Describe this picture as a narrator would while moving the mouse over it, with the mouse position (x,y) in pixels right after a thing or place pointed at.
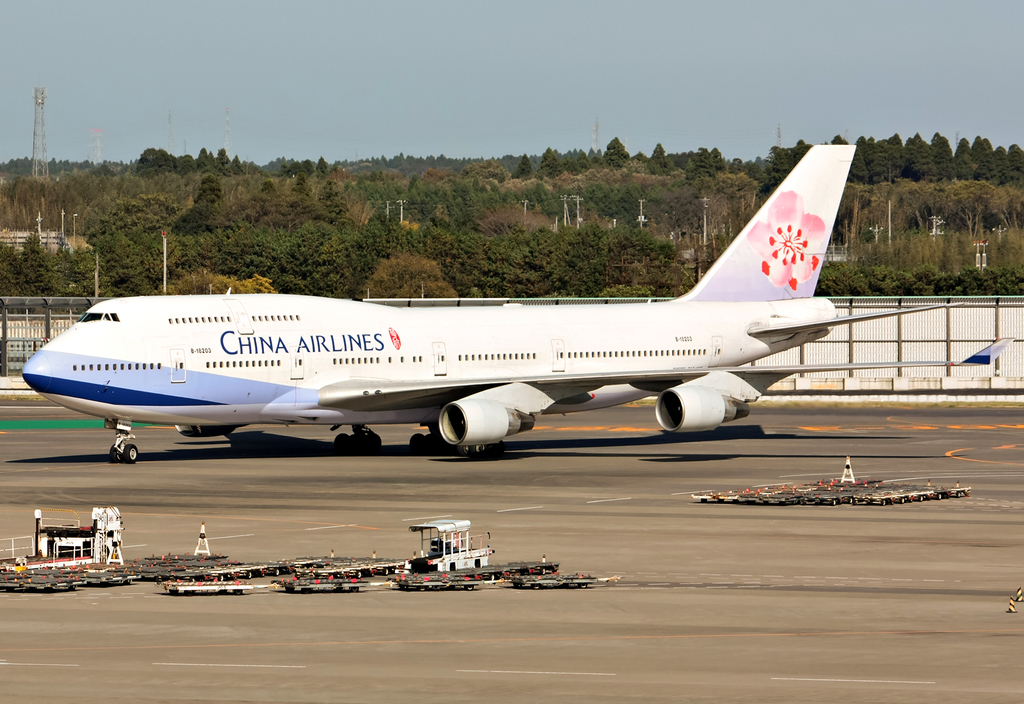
In this image we can see an airplane (355,415) on the runway (398,462). We can also see some baggage carts (426,577), towers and traffic poles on the ground (507,615). On the backside (547,275) we can see a fence (416,301), a group of trees (481,250), poles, some towers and the sky (488,74) which looks cloudy.
